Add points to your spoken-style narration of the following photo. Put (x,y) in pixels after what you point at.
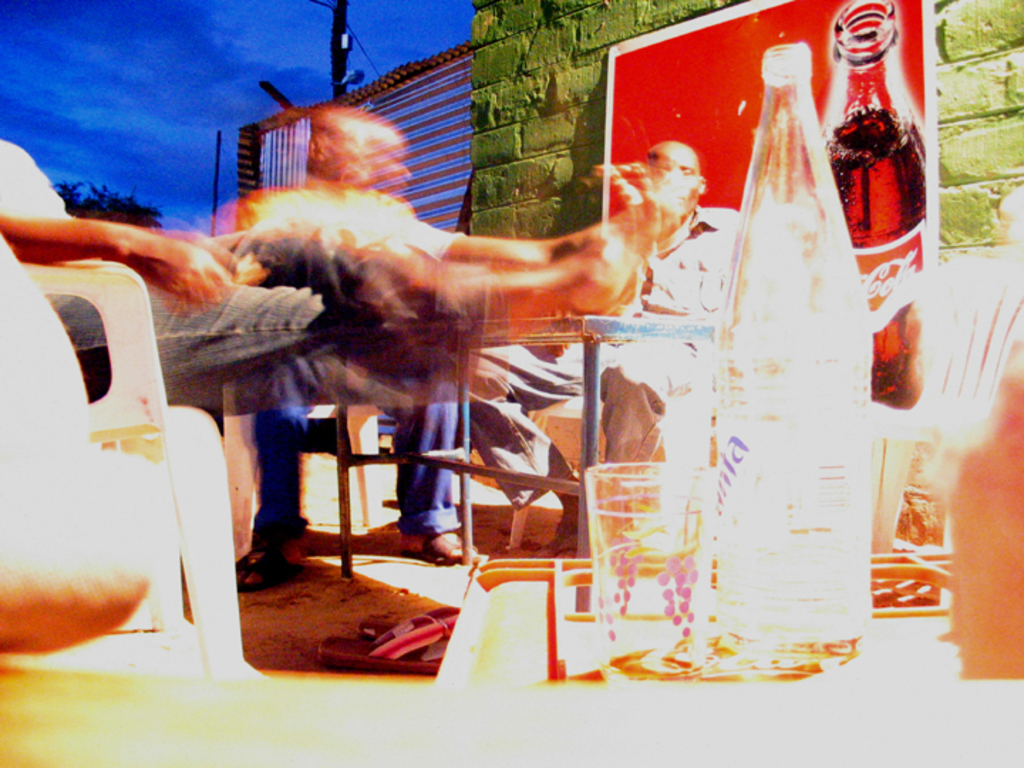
There are two people (420,505) who are sitting on a chair (141,459). Here we can see a cool drink bottle (730,363). In the background (270,63) we can see a sky (162,115).
